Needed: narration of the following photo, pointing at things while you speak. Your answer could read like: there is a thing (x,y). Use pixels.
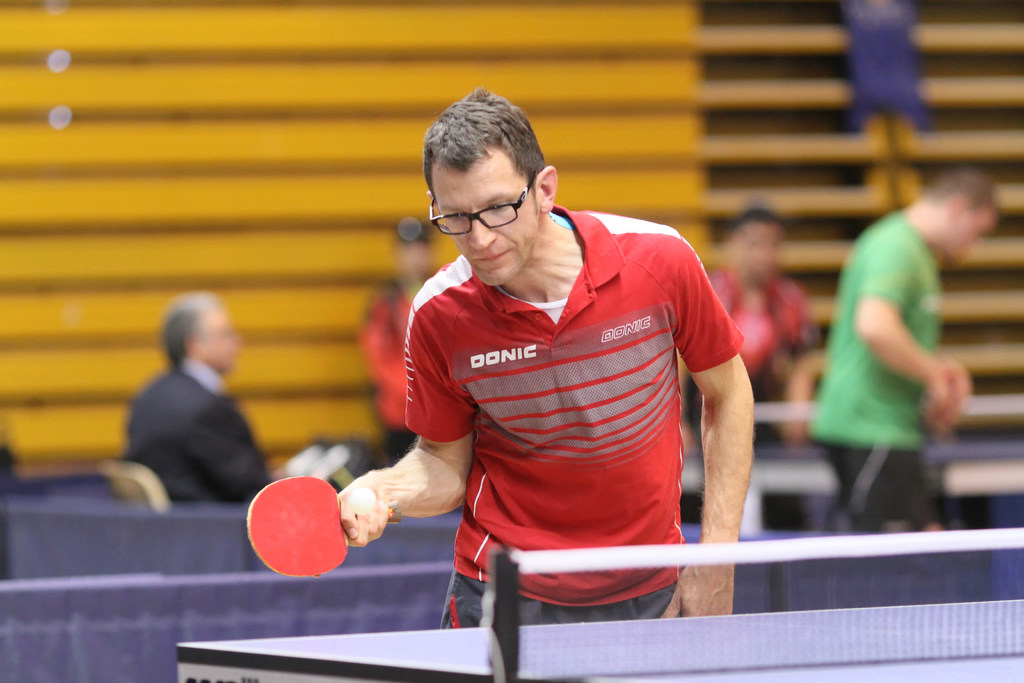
In this picture we can see man (610,305) wearing spectacles (461,220) and red colour t shirt (541,464) playing table tennis. This is a net (790,622). Background (880,354) is blurry and we can see persons (217,420) sitting and standing.
